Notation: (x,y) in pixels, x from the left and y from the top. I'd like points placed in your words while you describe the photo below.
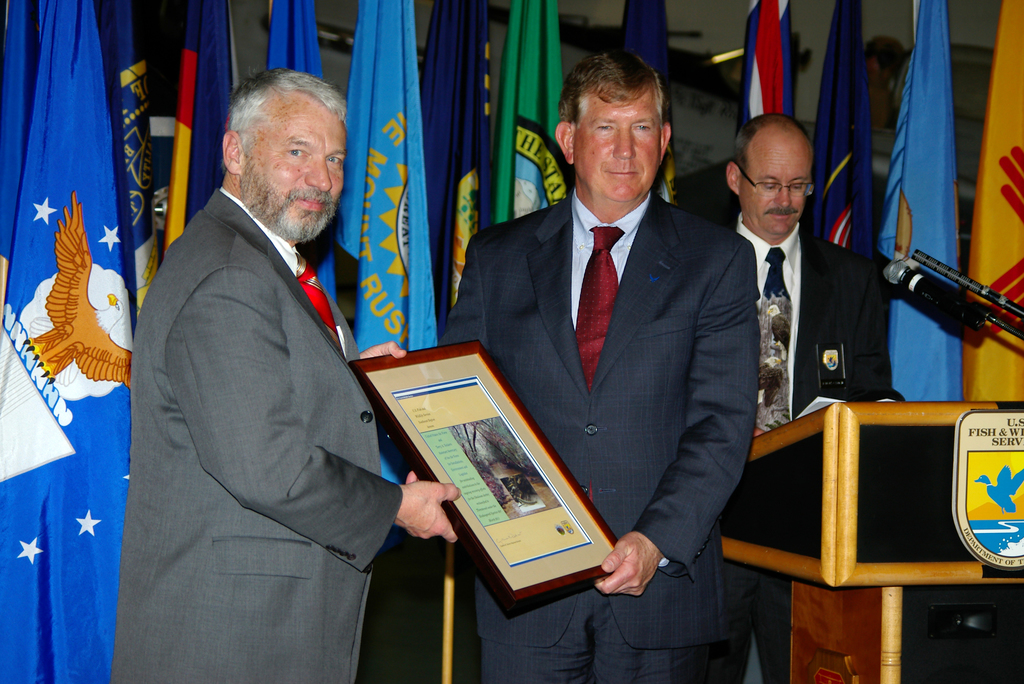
In the given image i can see a people (625,483), award (550,494), mike (919,288), flags (76,133) and desk (807,514).
